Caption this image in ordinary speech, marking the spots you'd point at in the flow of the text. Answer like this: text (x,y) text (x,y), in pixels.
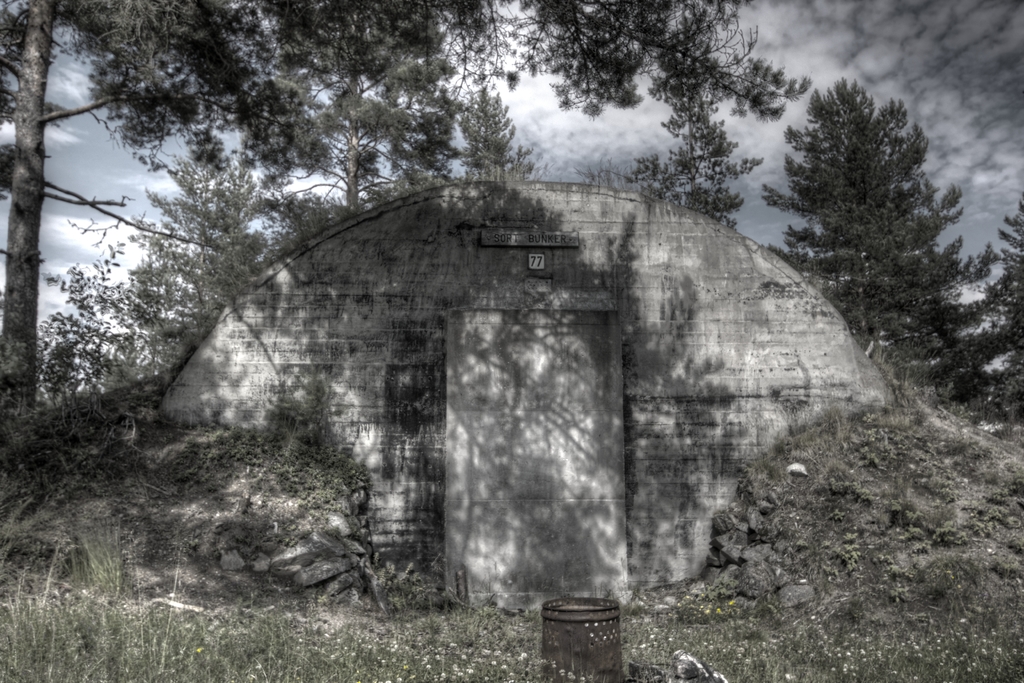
In the picture we can see a round concrete bunker (417,410) with a door (584,446) and near it we can see a tin (610,612) on the grass surface (327,641) and beside it we can see a tree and behind it we can see some trees (873,236) and the sky (1020,161) with clouds (975,129).
